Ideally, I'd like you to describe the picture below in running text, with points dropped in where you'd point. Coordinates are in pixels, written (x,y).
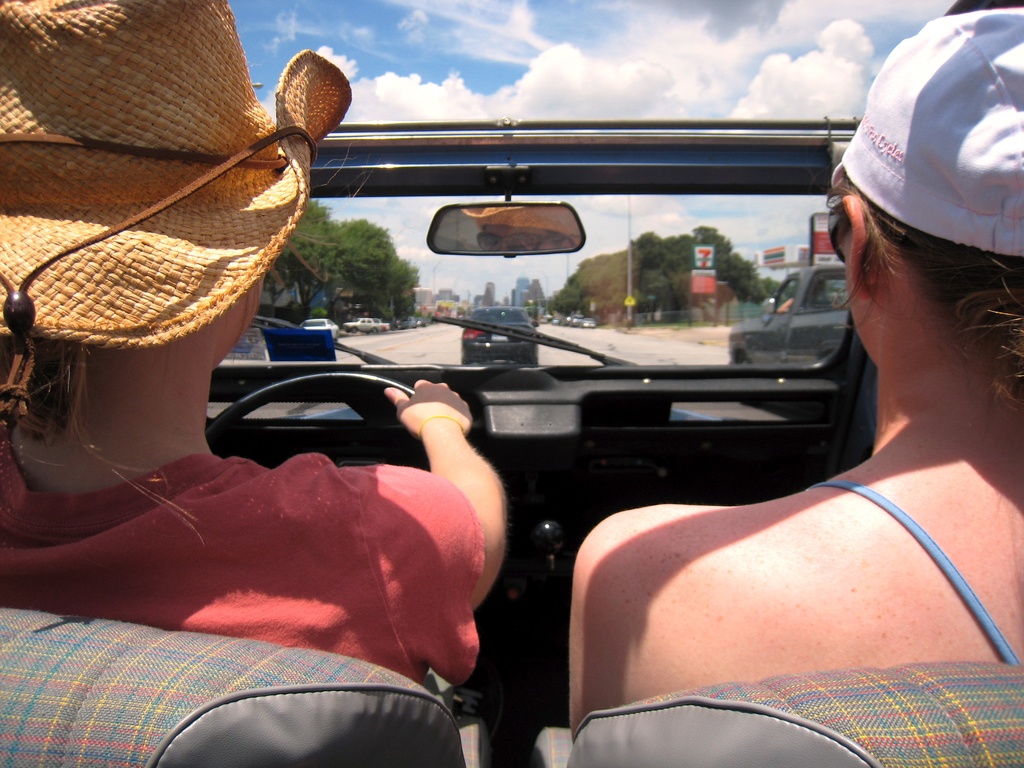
In this image I can see two people (494,576) are sitting in the vehicle (505,584). One person (259,503) is driving the vehicle (471,368) on the road (420,334). On the top of the image (544,44) I can see the sky (514,79). In the background (342,261) there are some trees (326,263) and buildings (418,288). these both are having the caps (233,169) on their heads (968,286).
